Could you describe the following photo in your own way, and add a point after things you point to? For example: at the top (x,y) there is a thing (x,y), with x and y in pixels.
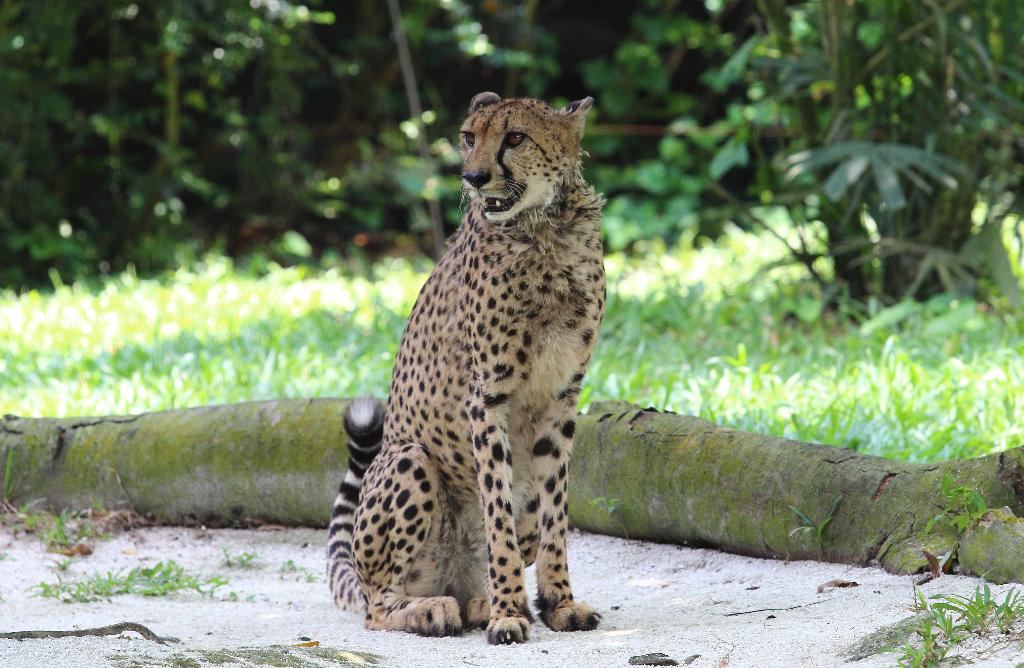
In the image we can see there is a cheetah (554,326) sitting on the ground (536,614) and there is tree log (105,437) on the ground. Behind there is ground (690,312) covered with grass (637,329) and there are trees (572,82). Background of the image (40,155) is little blurred.
